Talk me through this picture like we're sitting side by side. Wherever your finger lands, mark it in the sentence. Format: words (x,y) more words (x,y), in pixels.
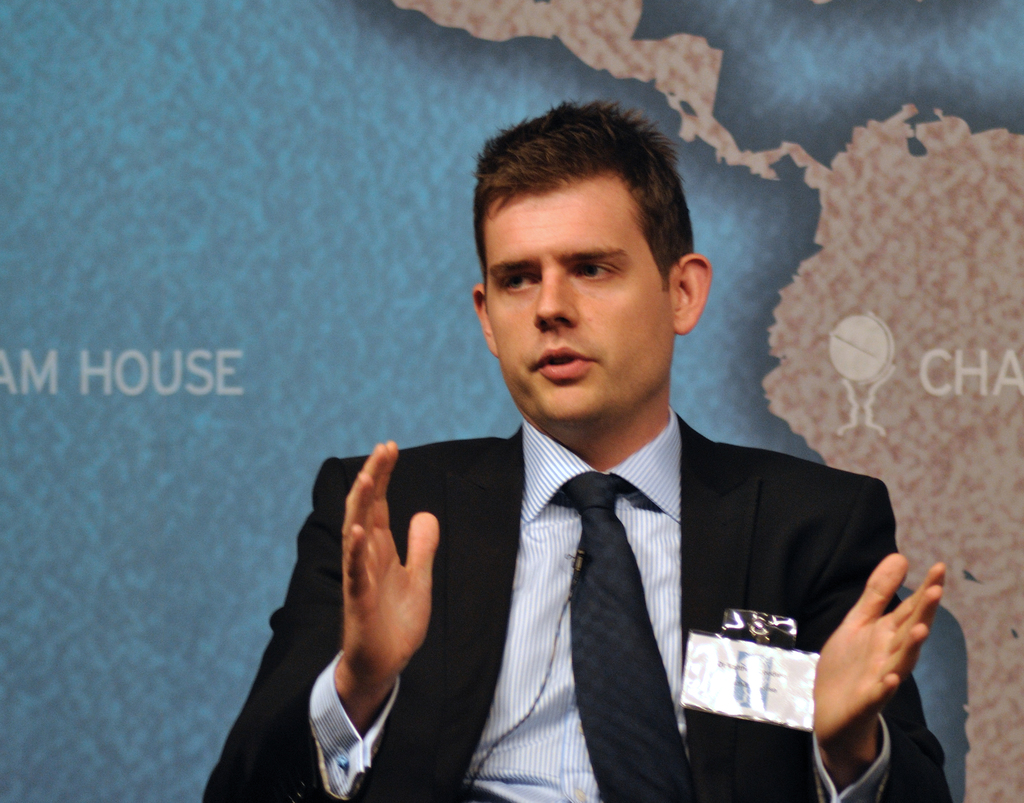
In this image we can see a person (421,598) is sitting on the chair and explaining something and back of him a map like image (289,381) is there.
